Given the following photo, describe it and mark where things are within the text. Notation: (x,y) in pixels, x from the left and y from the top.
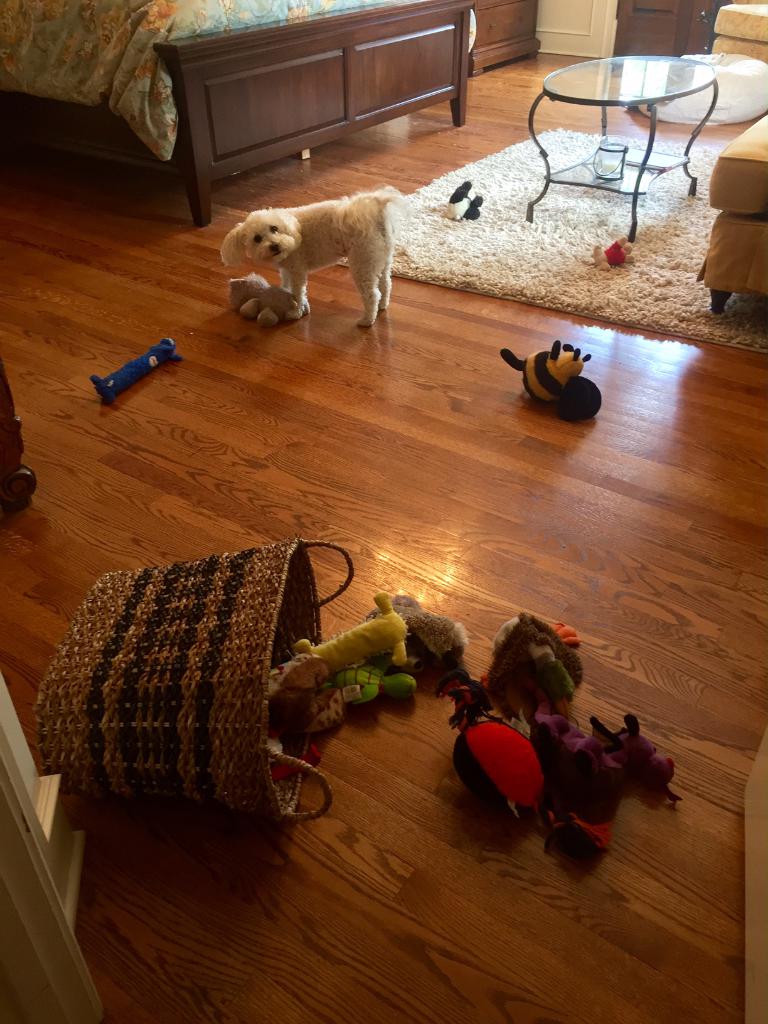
In this image there is a bed (215,62) truncated towards the top of the image (71,67), there is a blanket (159,41) on the bed (331,79), there is a table (649,90), there is a puppy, there are couch (731,166) truncated towards the right of the image (748,265), there are objects (291,619) on the ground (324,584), there are objects (0,398) truncated towards the left of the image (13,403), there are objects (503,21) truncated towards the top of the image (585,11).
